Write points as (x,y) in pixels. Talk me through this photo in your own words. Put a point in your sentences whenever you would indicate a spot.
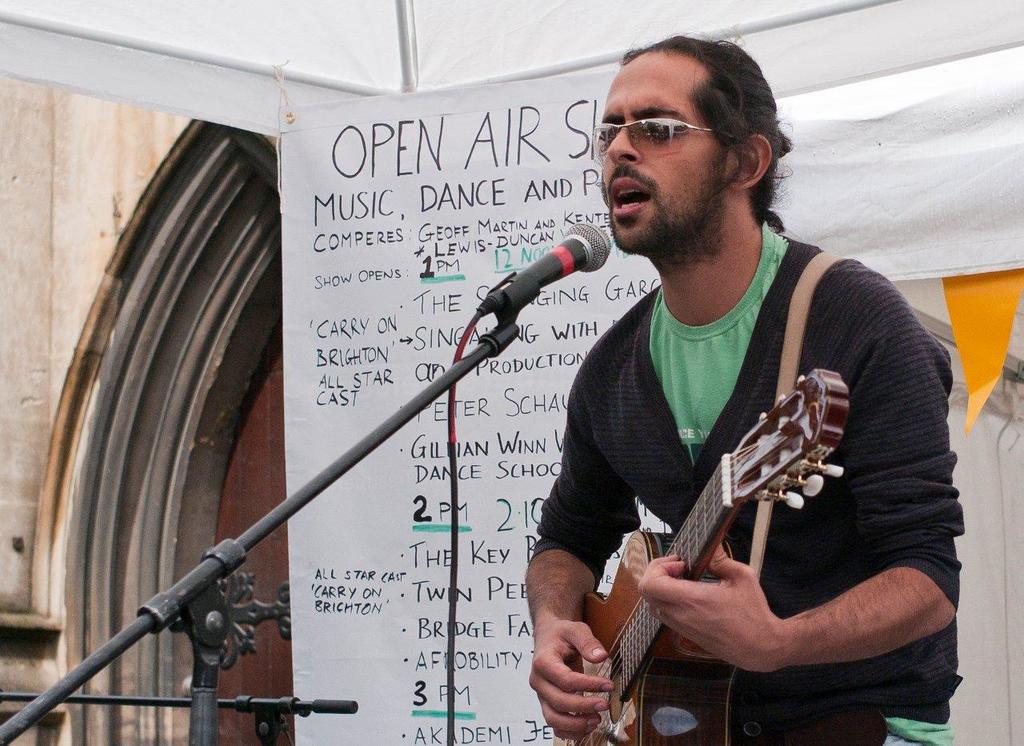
In this image there is a person (720,398) standing and playing guitar (611,616) under the tent (449,54) and he is singing, at the back (421,188) there is a board (506,265) and at the front (561,250) there is a microphone (536,277).
